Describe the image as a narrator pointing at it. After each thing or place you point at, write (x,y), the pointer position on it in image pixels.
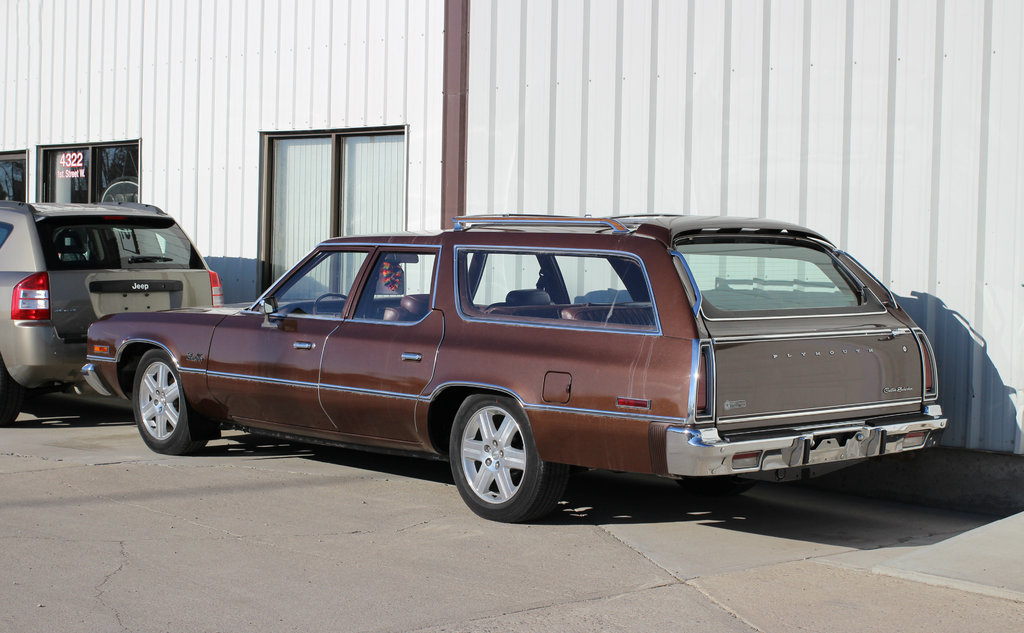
This picture is clicked outside. In the center (382,321) we can see the cars (435,375) parked on the ground (430,507). In the background (742,87) we can see the metal objects (482,75) and the windows (346,173).
